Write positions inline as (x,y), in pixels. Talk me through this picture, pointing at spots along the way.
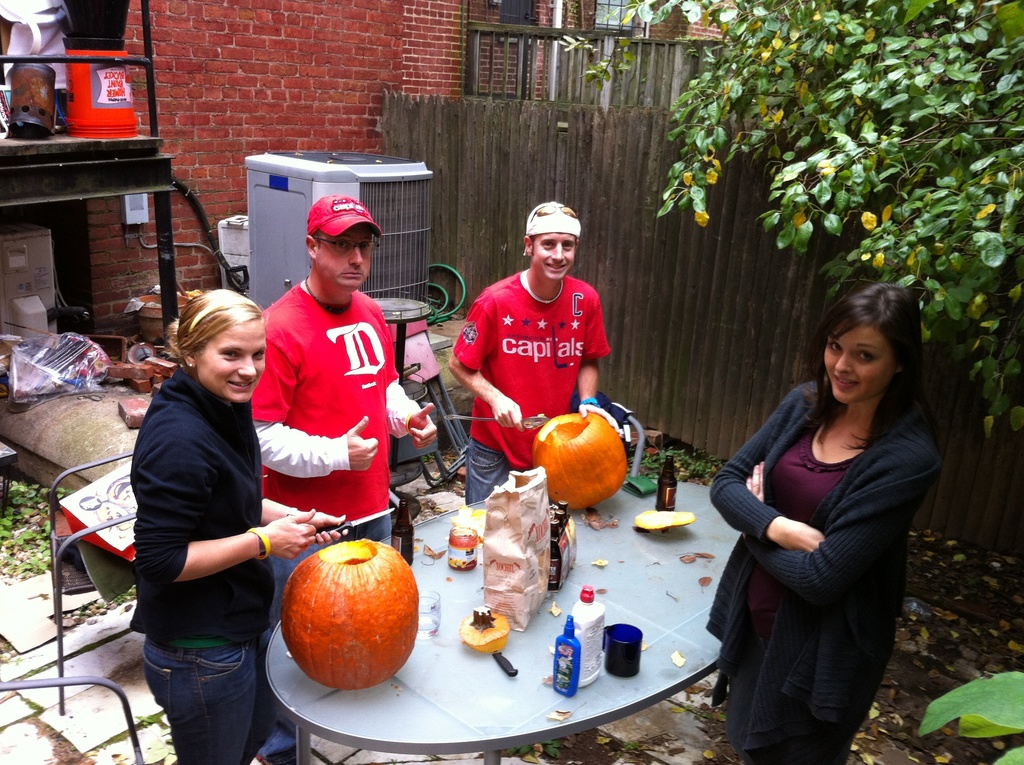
There are people (278,593) standing, pumpkins (295,617), bottles (576,631) and other objects (533,585) on the table (595,575) in the foreground area of the image (530,471), it seems like a rack (40,58), other objects (47,44) and a wall (426,79), boundary (764,150) and the greenery (836,233) in the background (712,228).
